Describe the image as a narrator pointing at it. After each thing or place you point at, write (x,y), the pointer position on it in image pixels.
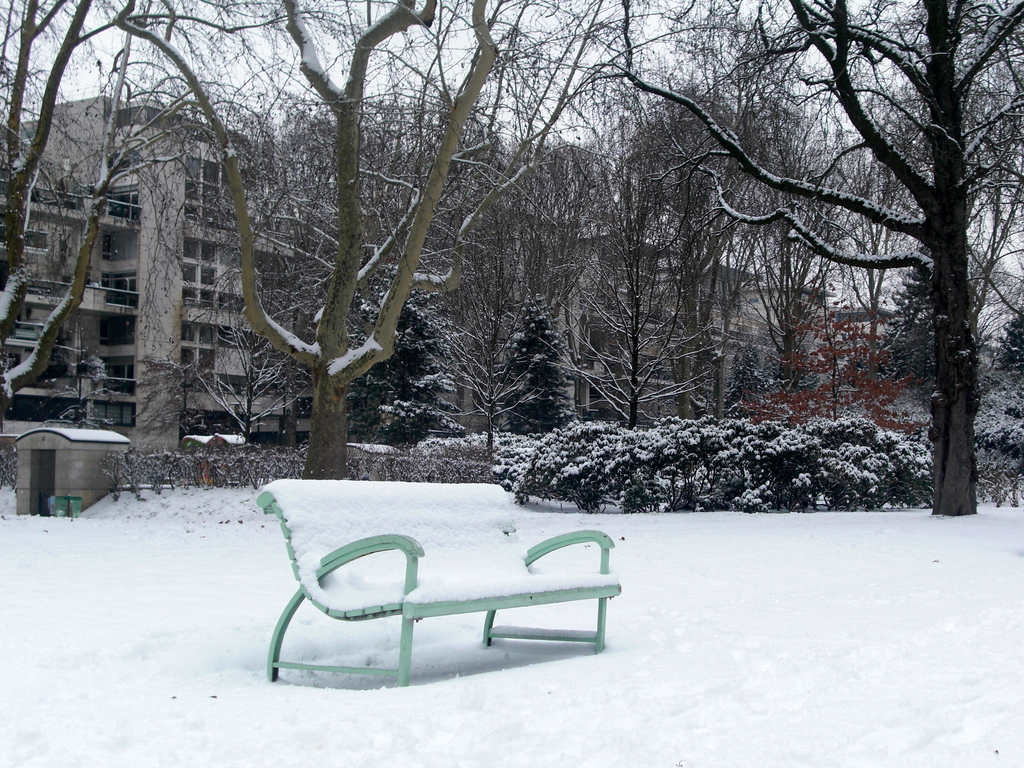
In the picture we can see a snowy surface (179,627) on it we can see a bench (321,576) with some snow (439,554) on it and in the background (231,262) we can see some plants (641,509), trees (357,62), and behind it we can see a building (197,262) and behind it we can see a sky (339,66).
